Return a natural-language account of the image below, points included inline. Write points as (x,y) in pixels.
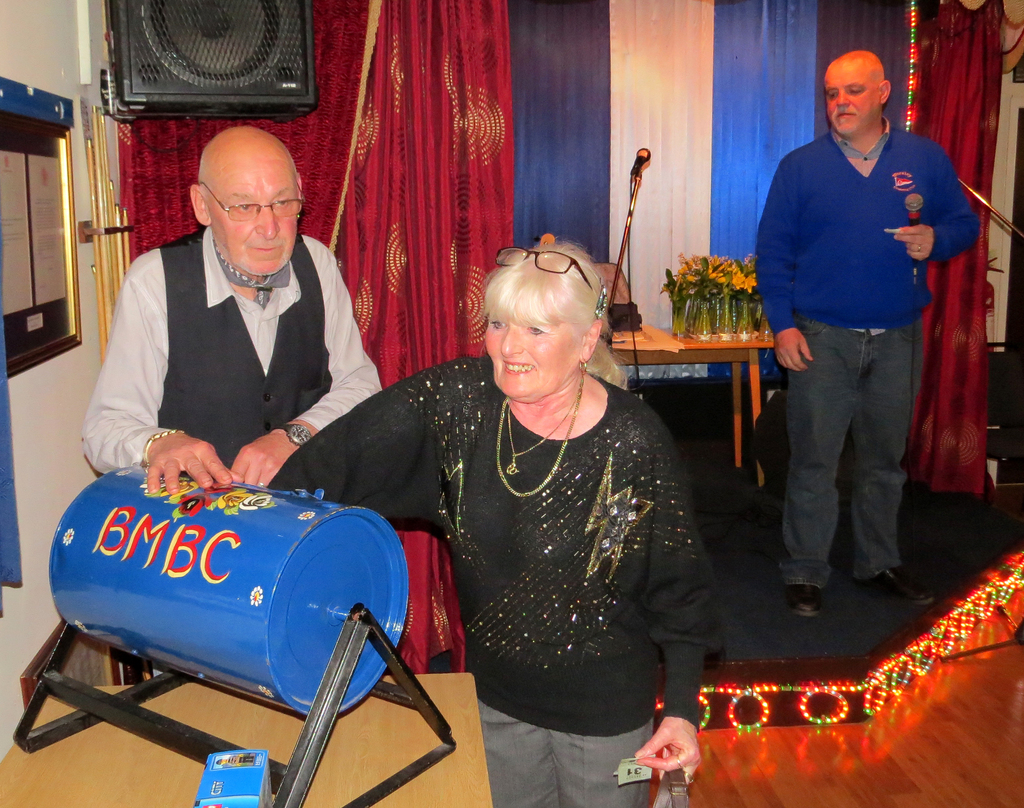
In the center of the image (583,366) we can see a lady (530,452) standing, next to her there is a man (308,412), before them we can see a container (105,636) placed on the table (326,802). In the background (814,415) we can see a man (842,410) standing and holding a mic (913,214). There is a mic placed on the stand (638,185) and we can see a table (735,413). There are flower vases (718,313). At the top (233,91) there is a speaker (255,104) and we can see curtains (514,104). On the left (18,372) there is a wall frame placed on the wall (25,511).
